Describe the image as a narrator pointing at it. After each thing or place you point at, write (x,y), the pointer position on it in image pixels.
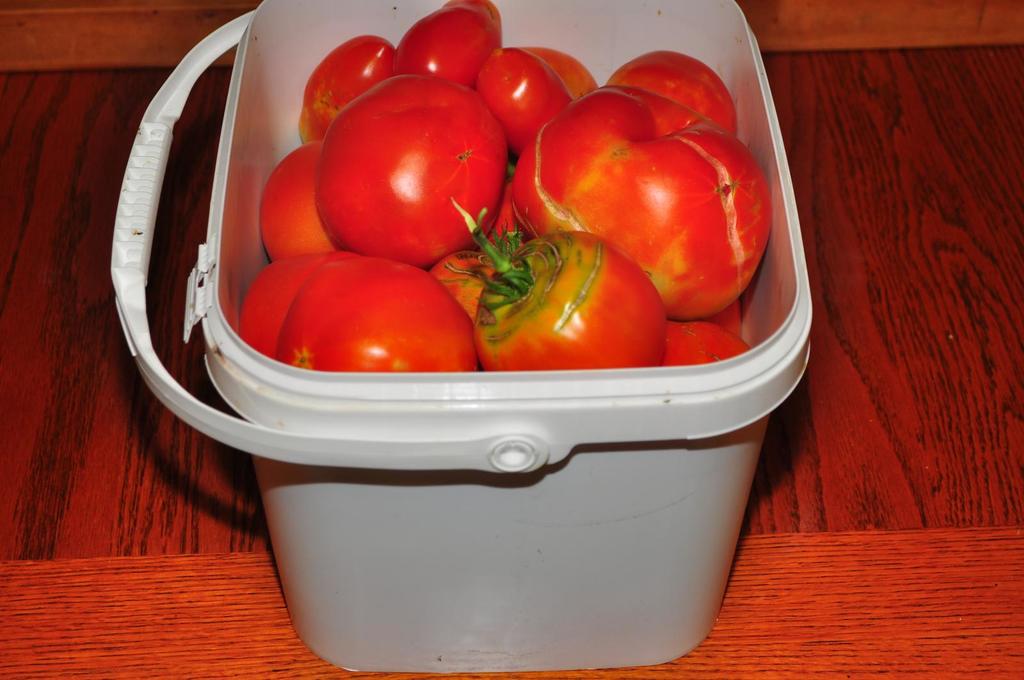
In this image I can see few tomatoes (610,259) in red color. They are in basket (665,501). The basket (678,538) is on the brown and red color surface (908,507).
